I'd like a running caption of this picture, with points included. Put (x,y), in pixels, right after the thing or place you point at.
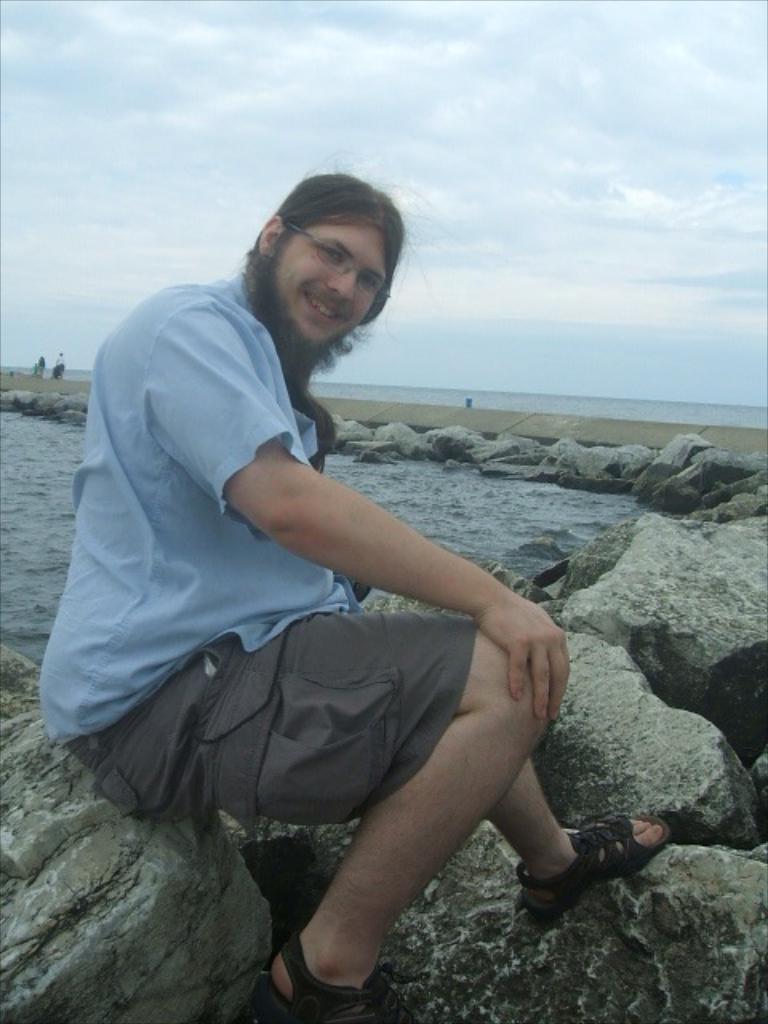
In the center of the image (308,610), we can see a person (196,594) sitting on a rock (192,855) and in the background (478,490), we can see rocks (662,568) and there is water (456,494). At the top (281,95), there is sky (328,76).
